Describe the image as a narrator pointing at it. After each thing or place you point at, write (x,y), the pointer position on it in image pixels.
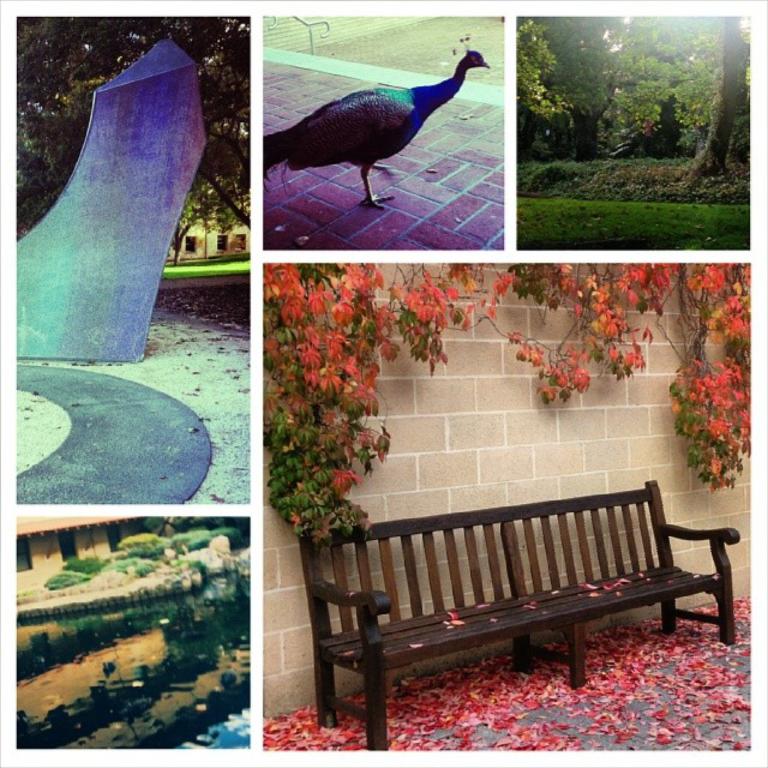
This image is a collage of five images. At the bottom of the image (588,560) there is an empty bench (401,655) on the floor (574,709) and there are a few dry leaves (458,717) on the floor (594,685) and there is a wall (449,460) in the background (411,442) and there are a few plants (310,423). At the top of the image (525,146) there are a few trees (607,136) and there is a peacock (357,104) on the floor (275,120). On the left side of the image (71,734) there is a house (35,575) and a pond (125,683) with water (140,685) and there are a few plants (199,547).
